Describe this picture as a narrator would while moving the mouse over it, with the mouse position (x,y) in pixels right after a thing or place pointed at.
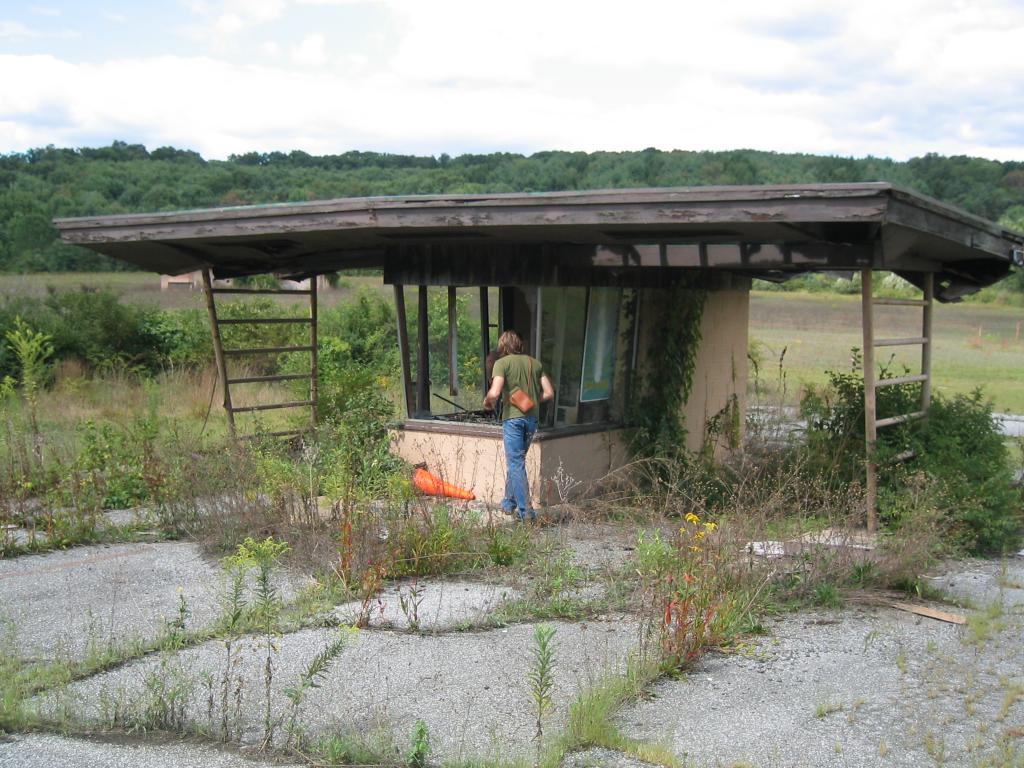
In the picture we can see a rock surface (442,645) on it, we can see some grass plants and a person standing near some house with a glass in it and a shed (863,223) on it and in the background (332,331) also we can see plants (198,341), trees (21,239), hills (62,244) with trees (536,162) on it and behind it we can see a sky (833,75).
